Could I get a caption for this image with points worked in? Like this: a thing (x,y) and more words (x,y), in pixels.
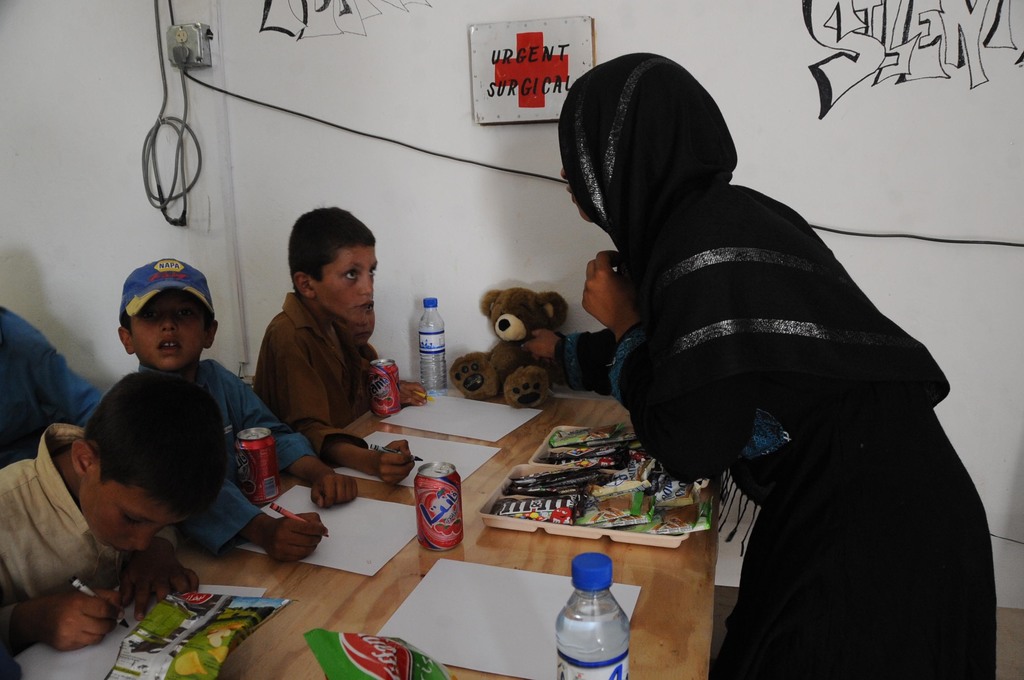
In this picture we can see woman (844,312) standing and holding teddy bear (523,338) in her hand (543,338) and in front of her we can see table (390,583) and on table (386,485) there are papers (383,547), tin (428,523), bottle (574,580), chocolates tray (582,512) and aside to this table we have three boys (304,370) one is doing something with crayons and other is also doing same and here boy (321,300) is looking at the woman (707,250) and in the background (414,91) we can see wall (353,95), wires (415,148) and some symbol (504,85).
